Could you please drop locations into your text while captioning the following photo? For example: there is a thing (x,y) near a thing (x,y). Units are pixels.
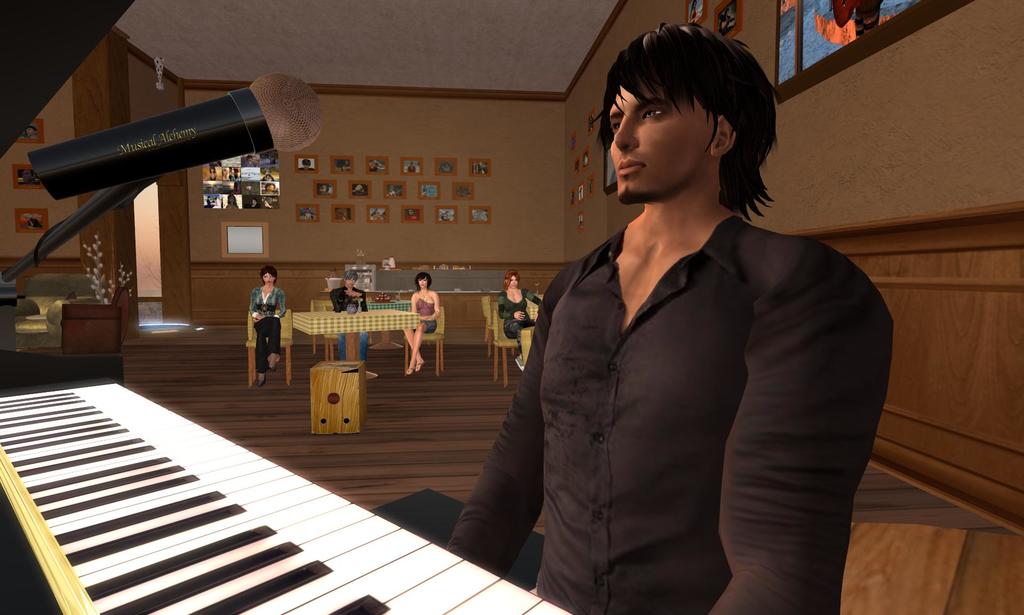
This is an animated image. In this image we can see a person (570,369). In front of him there is a mic (137,173). Also there is a piano (240,504). In the back (276,296) we can see few people (426,276) sitting on chairs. There is a table (351,337). Also there are photo frames (486,167) on the wall (269,221). And there are few other items (97,235).
